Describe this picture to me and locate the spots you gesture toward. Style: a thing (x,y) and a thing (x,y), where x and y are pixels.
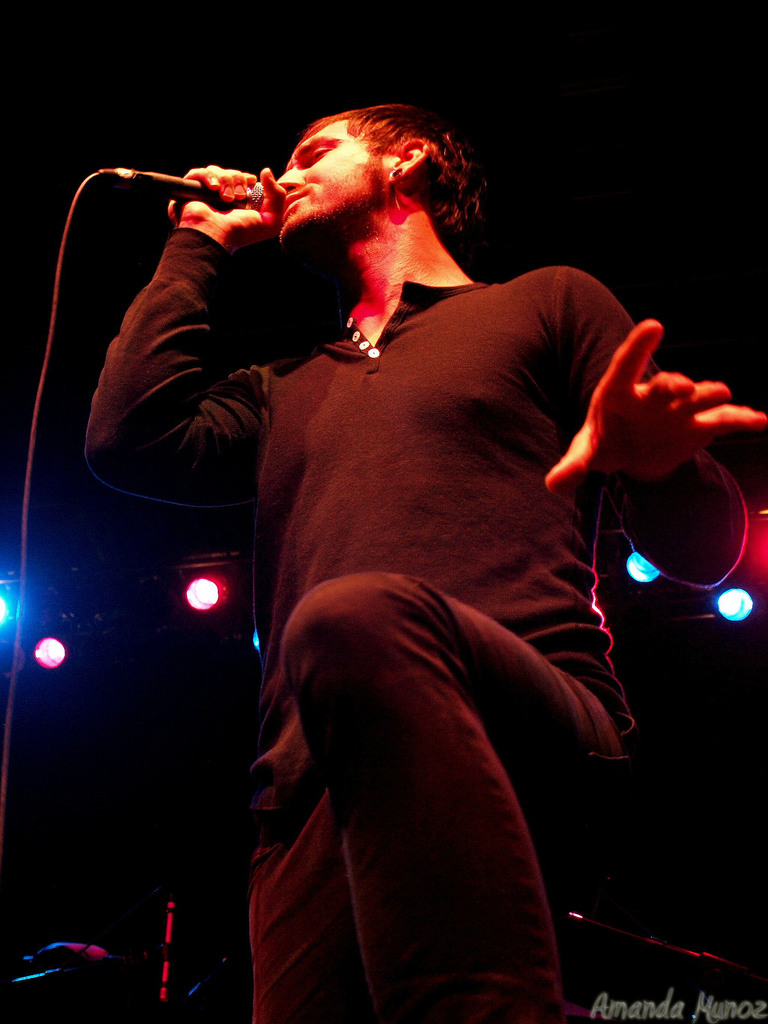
In the picture we can see a man (381,451) singing a song in the microphone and holding, a man (401,445) is wearing a black T-shirt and black pant (385,631), in the background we can see some lights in the dark.
